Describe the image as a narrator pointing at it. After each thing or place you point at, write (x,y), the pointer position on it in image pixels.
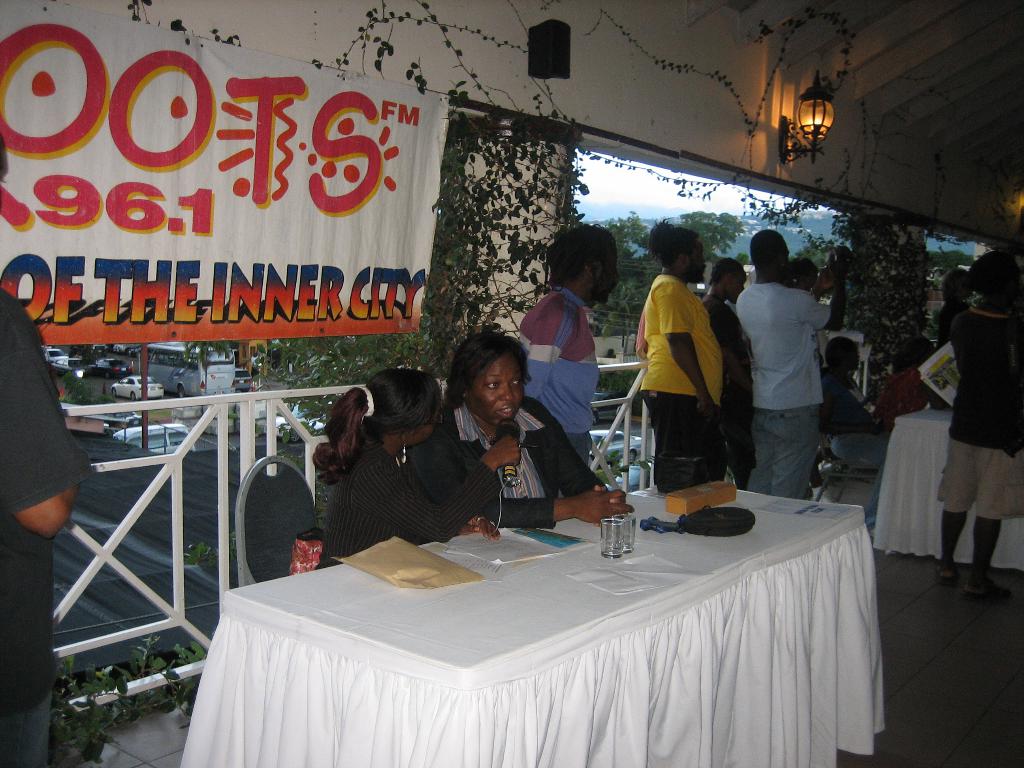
In the middle of the image (463,470) there are two persons (428,522) sitting on the chairs (288,538) in front of the table (542,622) which is covered with a white cloth (718,651). In the background (798,323) there are few people (961,364) standing. On the left side of the image (98,188) there is a banner (184,274). In the background (195,360) can see some cars (150,437), bus (225,368) and trees (716,227).
